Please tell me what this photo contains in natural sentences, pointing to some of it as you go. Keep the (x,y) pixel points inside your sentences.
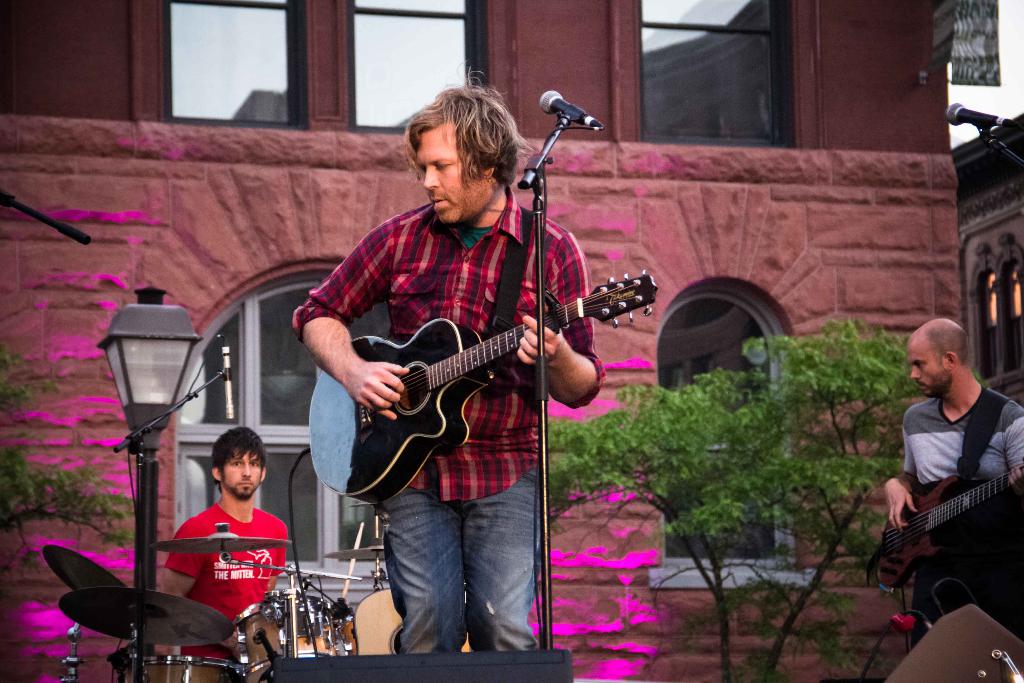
The person (453,203) wearing red shirt (440,267) is holding guitar (582,305) in his hand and there is mike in front of him, The person (260,588) wearing red T-shirt (252,577) is playing drums (374,542) and the person (1001,538) wearing white T-shirt (941,462) is playing guitar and there is a building (654,210) in background (672,216) which is red in color and there is also tree (711,421) in background (575,434).
